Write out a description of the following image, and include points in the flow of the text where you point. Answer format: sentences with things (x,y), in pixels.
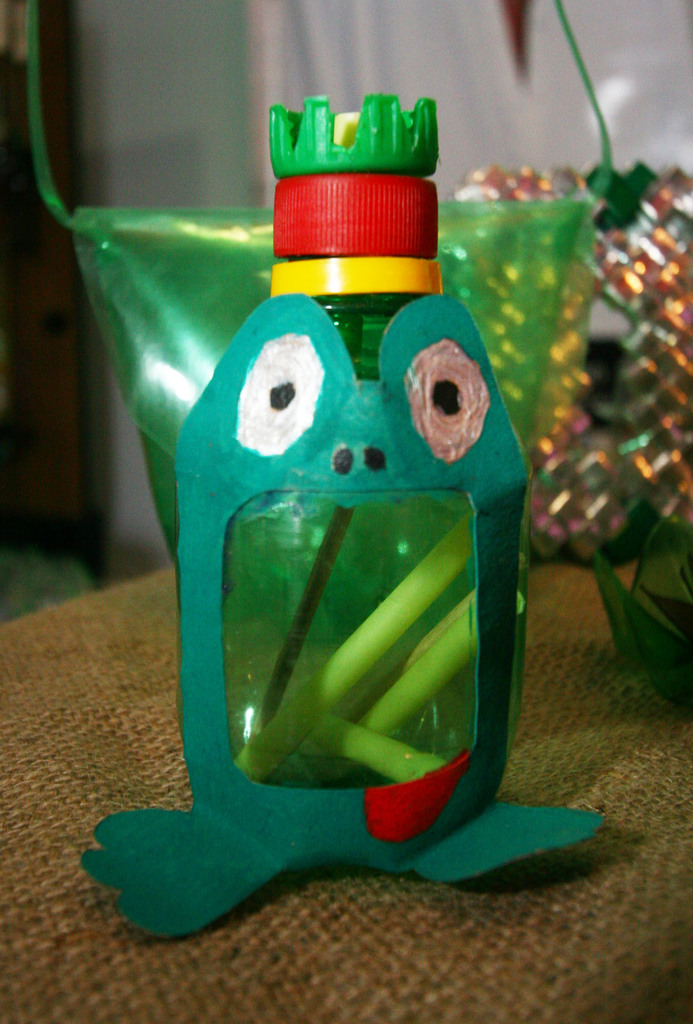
Here we can see a colored bottle (420,398) on the table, and some other objects (632,454) on it.
